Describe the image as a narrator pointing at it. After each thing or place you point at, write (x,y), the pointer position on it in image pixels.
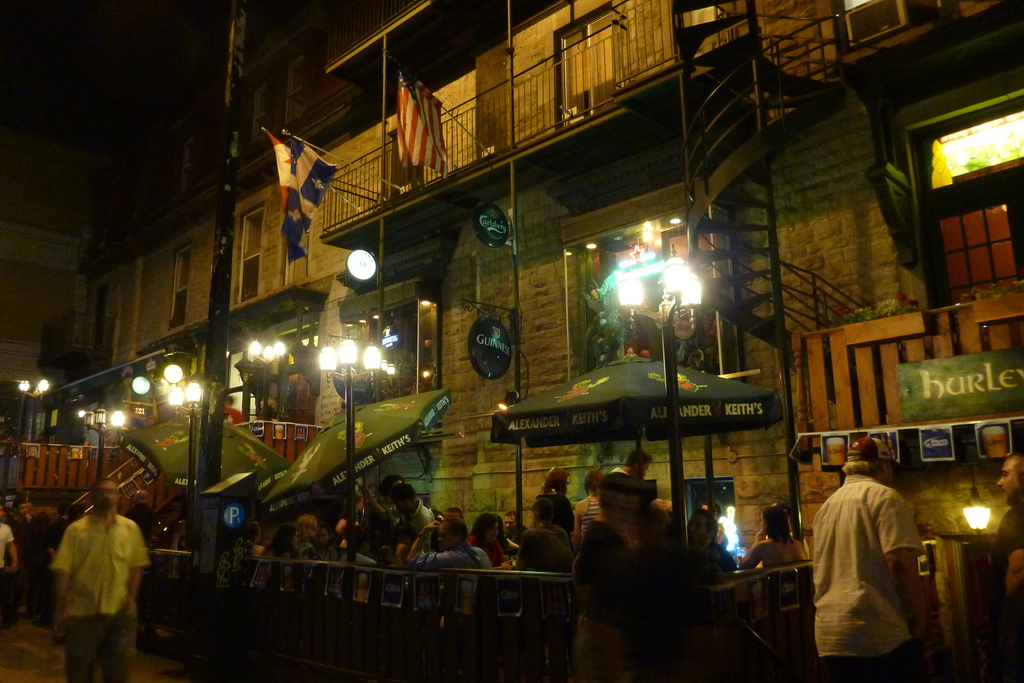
In this picture I can see building (241,231), few lights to the poles (380,339) and I can see umbrellas (411,398) with some text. I can see few people (402,502) sitting and few are walking and I can see couple of flags (306,168).
